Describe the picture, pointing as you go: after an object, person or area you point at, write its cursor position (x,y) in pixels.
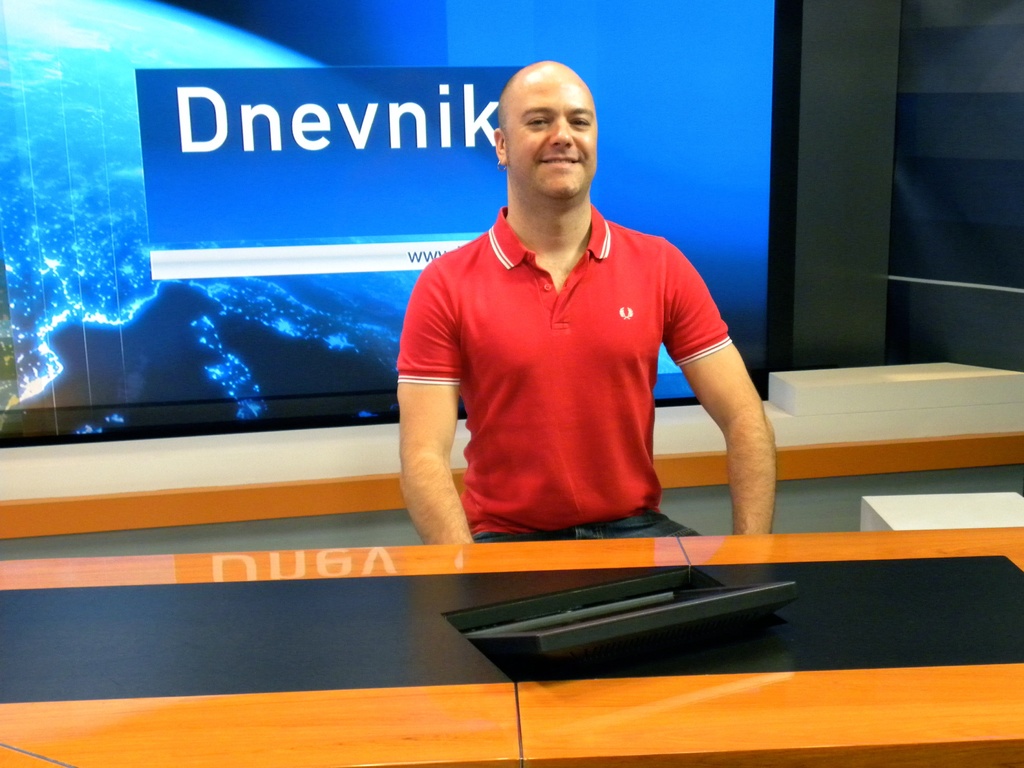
In the center of the image (557,319) a man (582,189) is sitting and smiling. At the bottom of the image (562,626) we can see a table (283,659) and an object (655,607). In the background of the image (482,68) we can see a screen (691,222) and wall (959,162).
